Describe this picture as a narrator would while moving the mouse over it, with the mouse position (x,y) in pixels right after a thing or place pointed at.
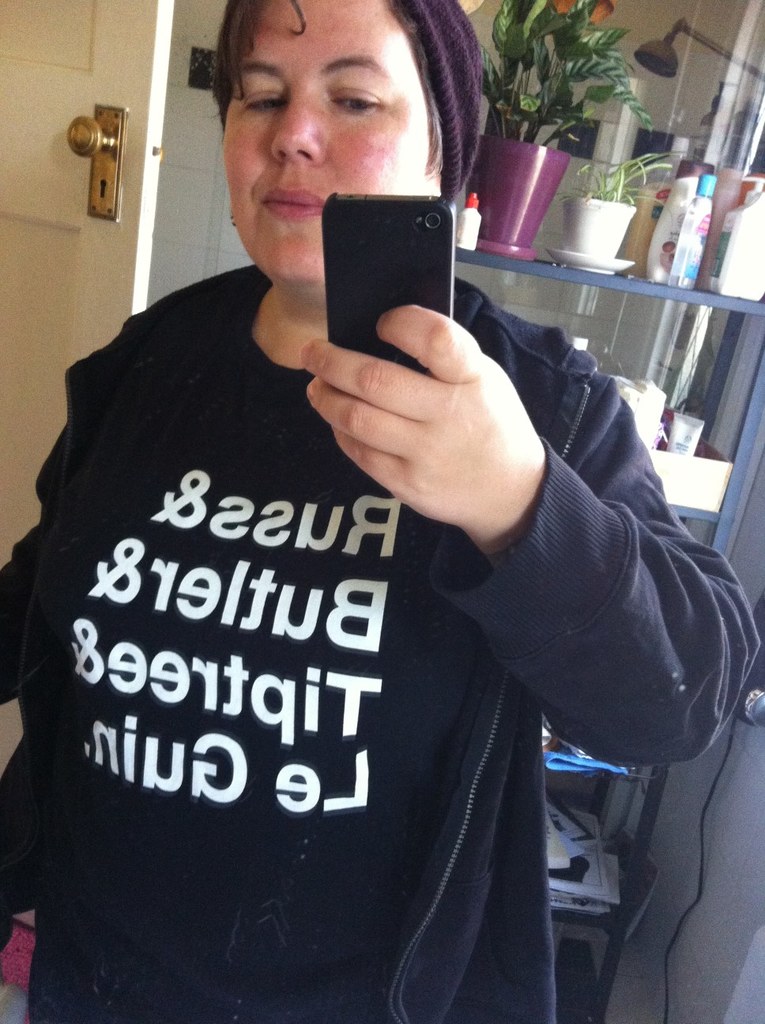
In the image there is a woman (257,246) standing and taking a selfie, behind her there is a door (58,72) and on the right side (702,294) there are storage racks (697,509) and there are shampoos (658,229), plants (603,187) and other objects (702,453) kept in each shelf (524,271) of the storage rack (547,274).
